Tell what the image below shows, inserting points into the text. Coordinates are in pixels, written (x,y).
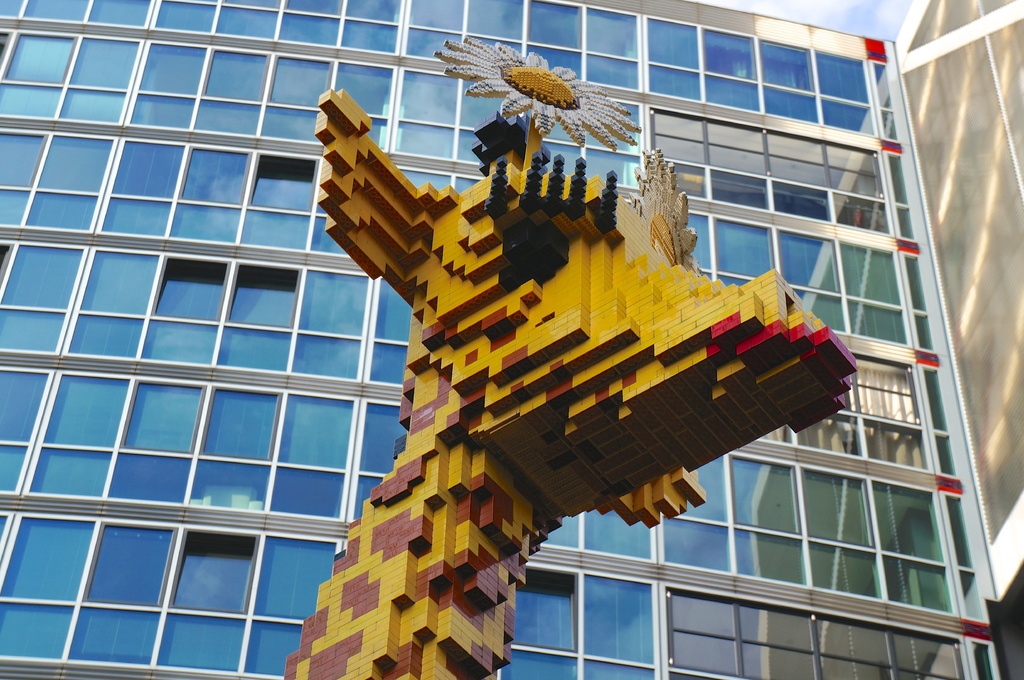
In this picture I can see a statue (820,332) made up of Lego boards (710,308), and in the background (746,238) there is a building (21,124) with glass windows (287,3) and there is the sky (808,7).
